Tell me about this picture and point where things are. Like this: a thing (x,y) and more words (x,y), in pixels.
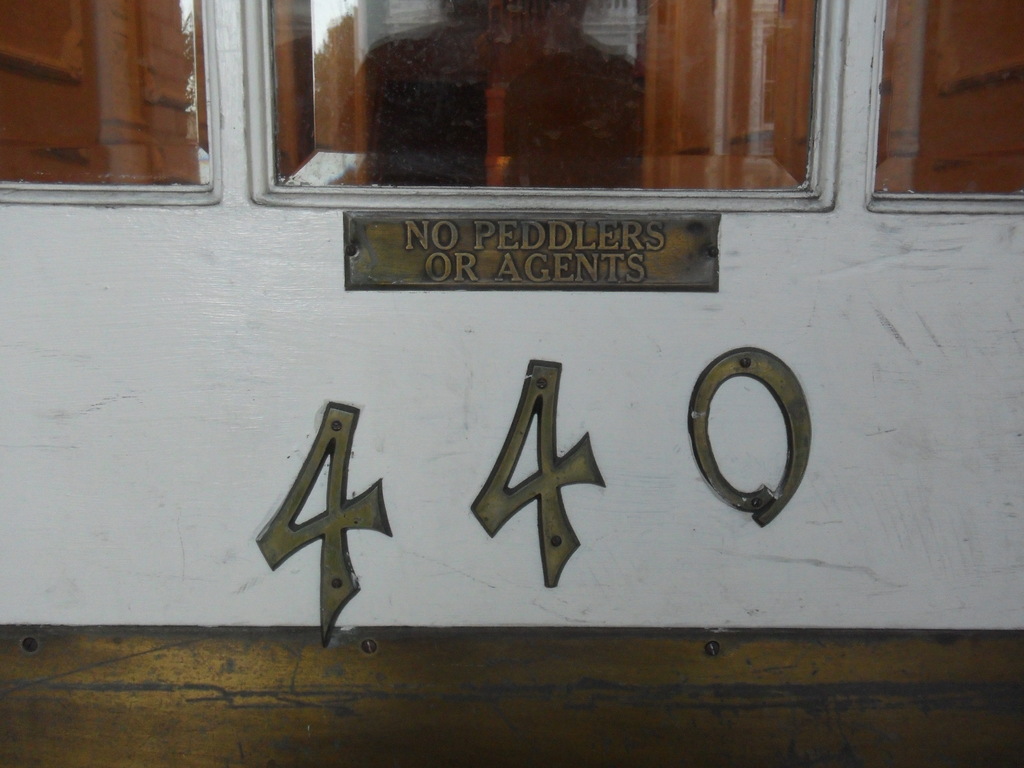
In this picture there is a white and golden color door (263,400) on which "four forty" is written. Above we can see the glass windows (627,130).
